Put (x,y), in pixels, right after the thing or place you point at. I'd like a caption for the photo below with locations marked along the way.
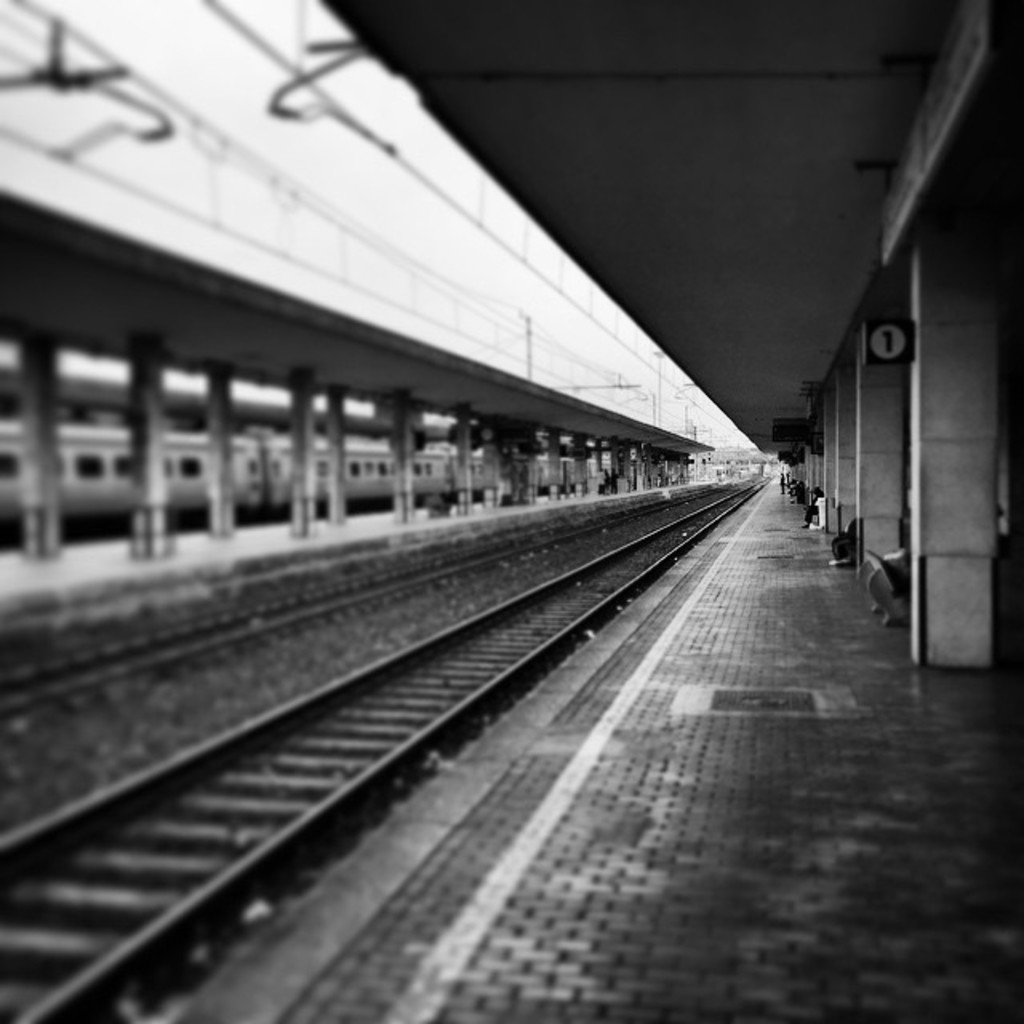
In this image I can see the railway station (749,737), I can also see the train (282,461), few tracks (209,643). On the platform (408,944) I can see few pillars (332,459) and a board (870,340) attached to the pole (914,388) and I can also see the sky (346,184) and the image is in black and white.
